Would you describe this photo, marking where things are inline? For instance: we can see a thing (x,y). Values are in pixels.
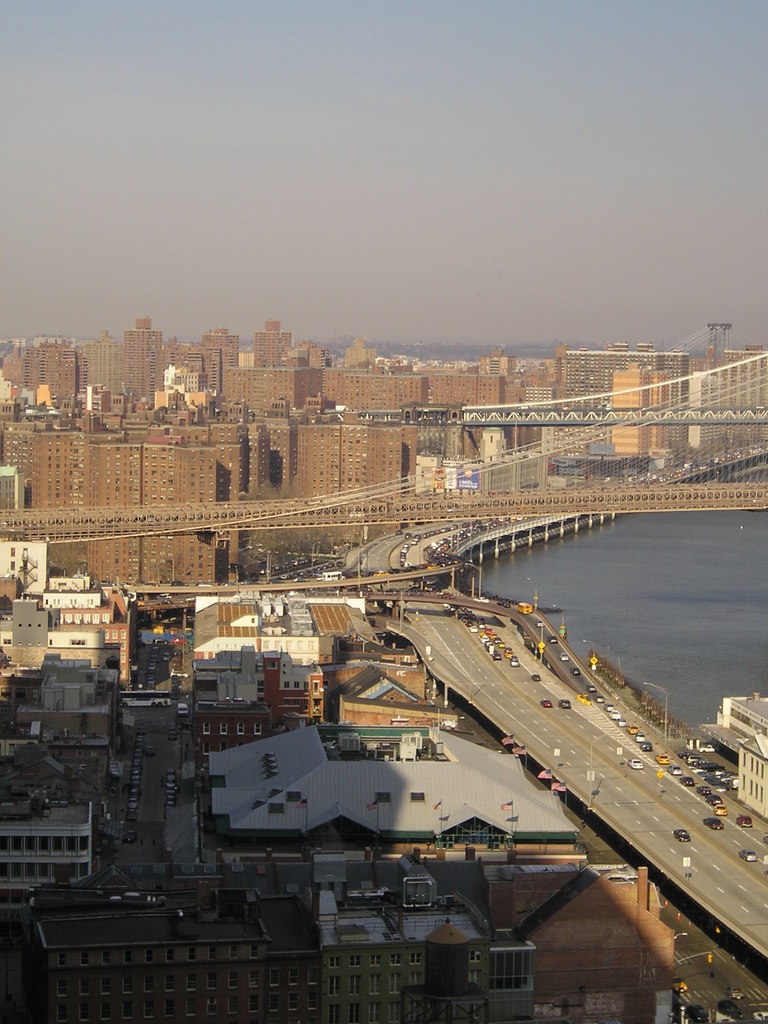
In this image I can see few buildings (357,673), windows (336,1010), light poles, few bridges (635,423), water (628,650) and few vehicles (679,774) on the road (615,753). The sky (475,314) is in blue and white color.
